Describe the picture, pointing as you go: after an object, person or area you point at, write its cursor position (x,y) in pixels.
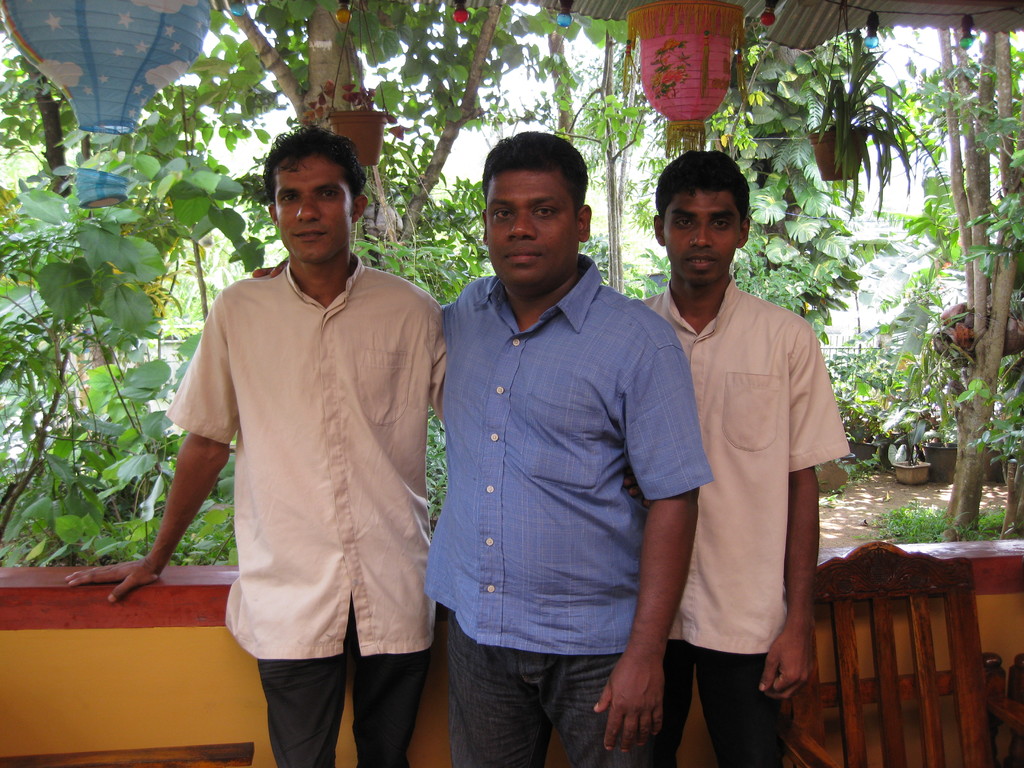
In this image we can see three people (550,478) standing. On the right (967,619) there is a chair (976,630). In the background (257,29) there are trees (219,19) and plants (888,172). At the top (121,81) there are lights (464,7) and lamps (691,106). We can see a wall (131,631).
